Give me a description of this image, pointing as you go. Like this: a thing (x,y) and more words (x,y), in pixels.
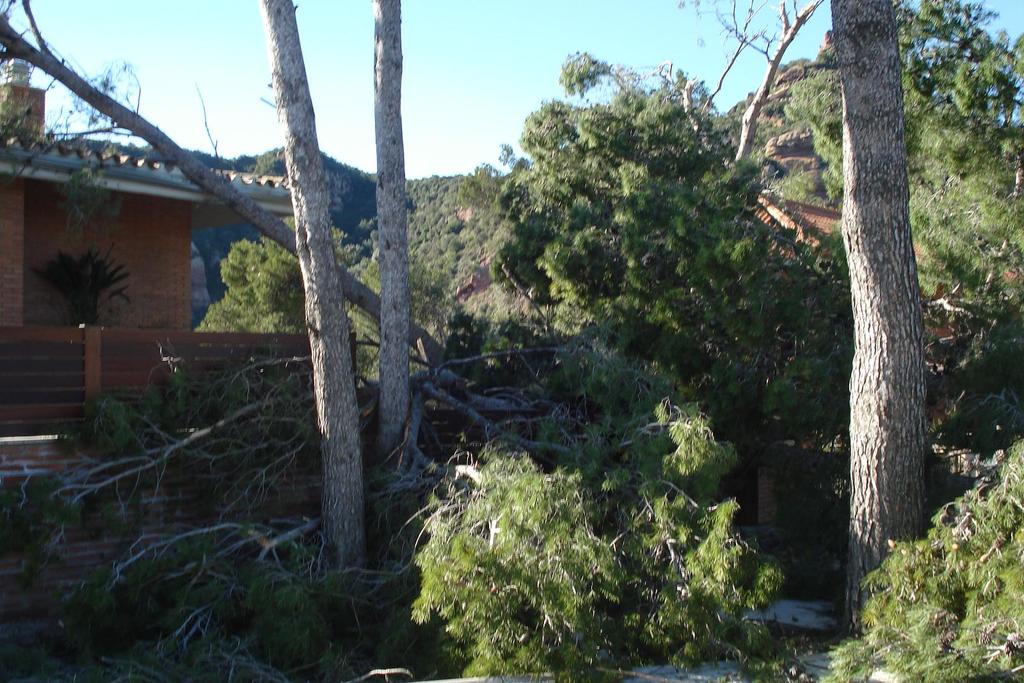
In this image we can see a few houses (121,250), trees (667,283) and rocks (775,121), in the background (492,32) we can see the sky (338,110).
